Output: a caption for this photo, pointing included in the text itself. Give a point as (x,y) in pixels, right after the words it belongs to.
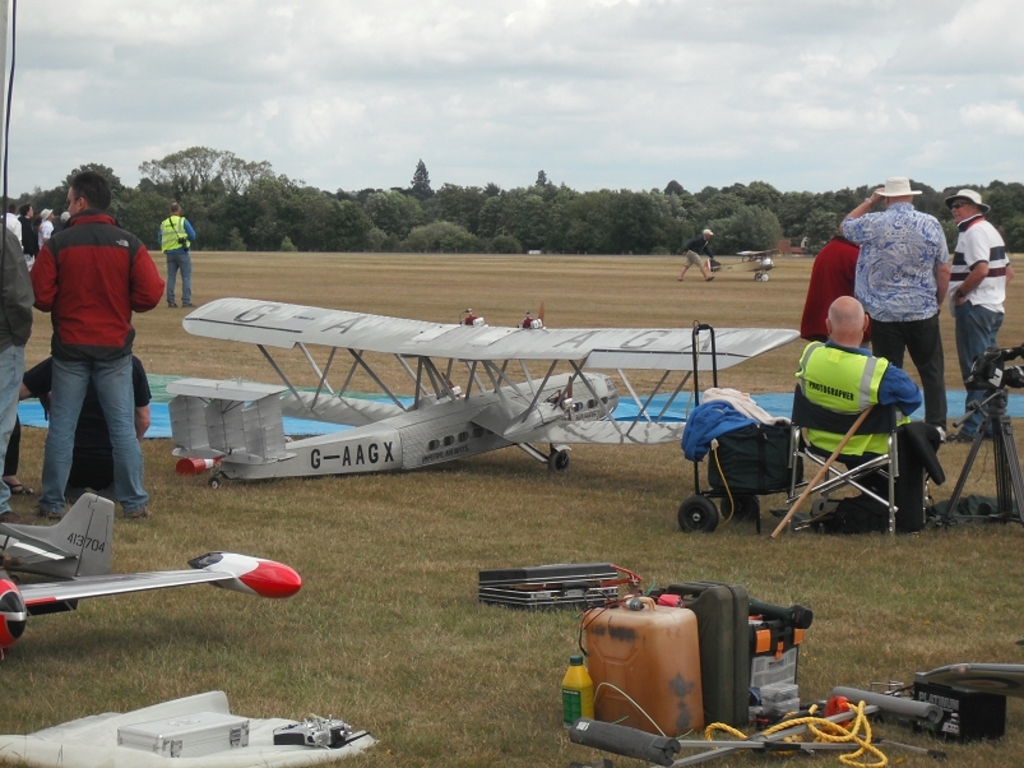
In this image we can see white color jet (475,431) on the grassy land (505,499). To the both side of the image men (929,375) are there. Bottom of the image (777,631) bottle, suitcase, rope (814,731), black color box (948,718) and white color thing (85,740) is present. Background of the image trees (264,202) are there. Top of the image (190,89) sky (151,130) is there.
